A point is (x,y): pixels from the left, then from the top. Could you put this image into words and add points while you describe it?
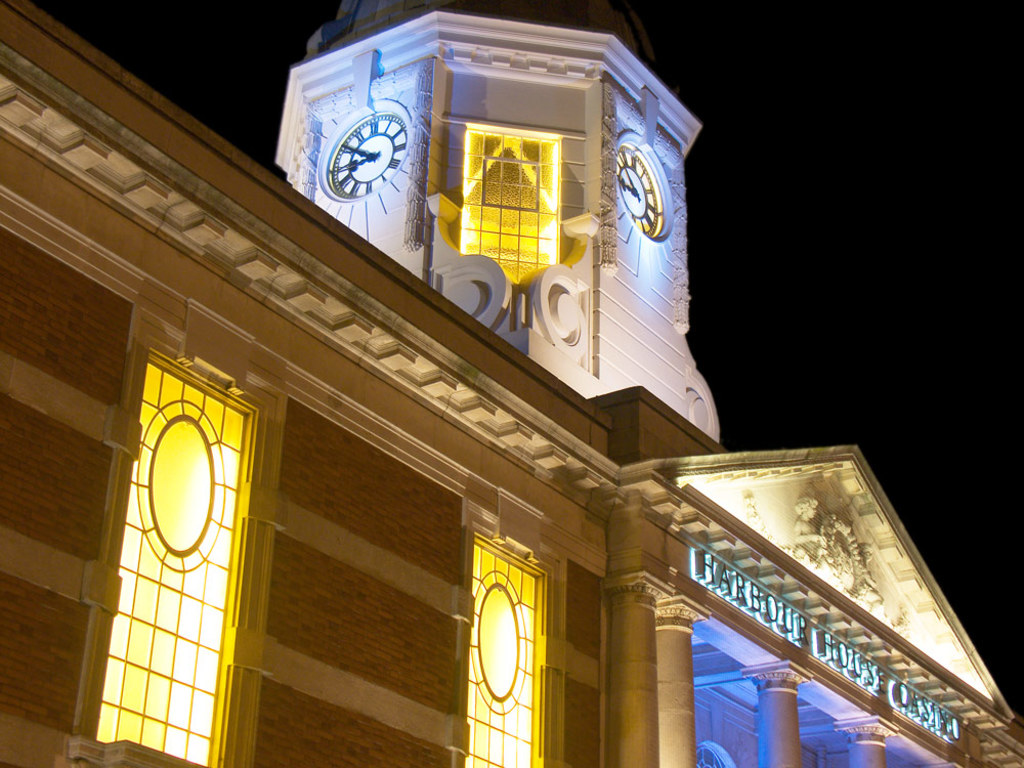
In this image there is a building (420,436) with clocks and sculptures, and in the background (827,207) there is sky (848,379).
